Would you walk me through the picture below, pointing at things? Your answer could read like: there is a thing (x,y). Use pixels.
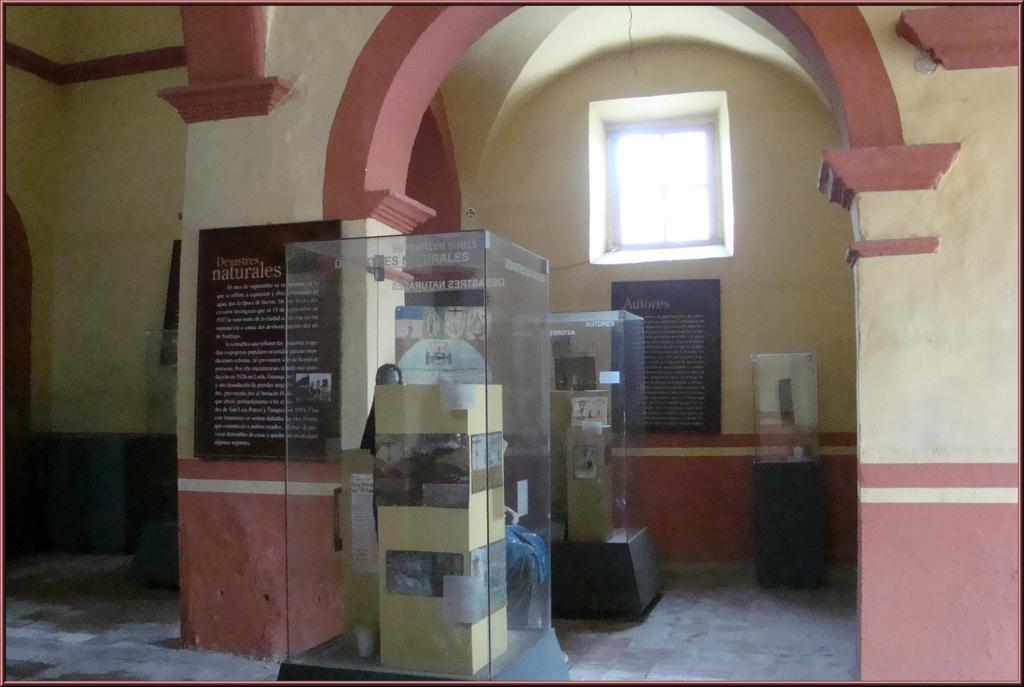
In this image there are a few posters (440,491) attached to the small pillar (435,544) inside the glass objects (530,521), there are posters (269,309) attached to the wall (228,222) and a window (673,197).
